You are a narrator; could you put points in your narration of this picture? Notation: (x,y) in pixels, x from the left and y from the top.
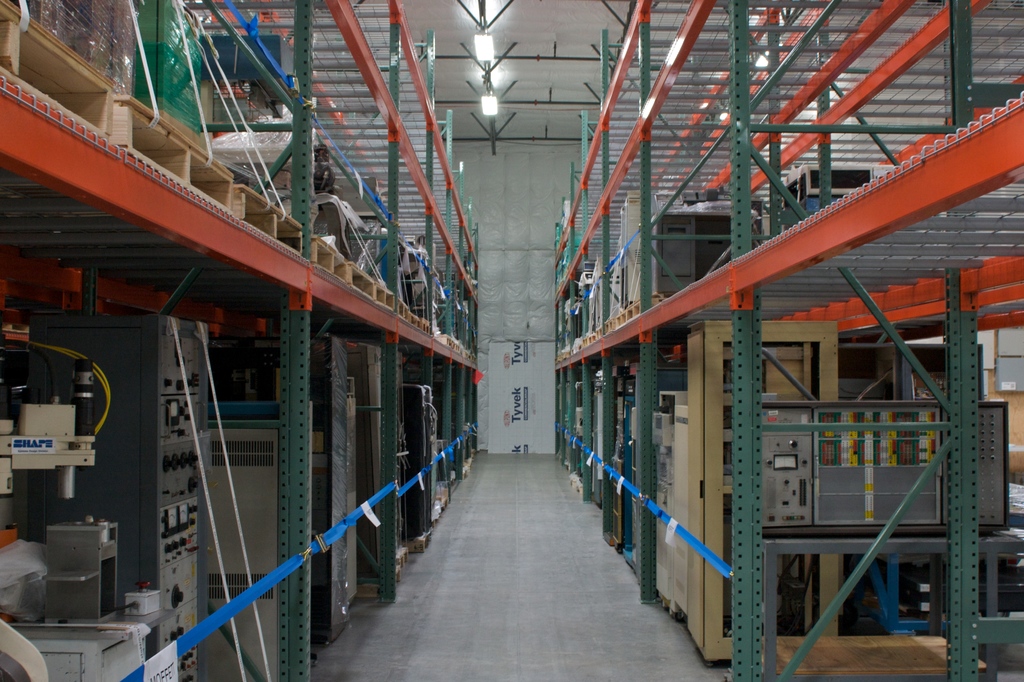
In this picture we can see few machines (252,431), metal rods (888,326) and other things (682,469), in the background (485,34) we can find lights (477,48).
